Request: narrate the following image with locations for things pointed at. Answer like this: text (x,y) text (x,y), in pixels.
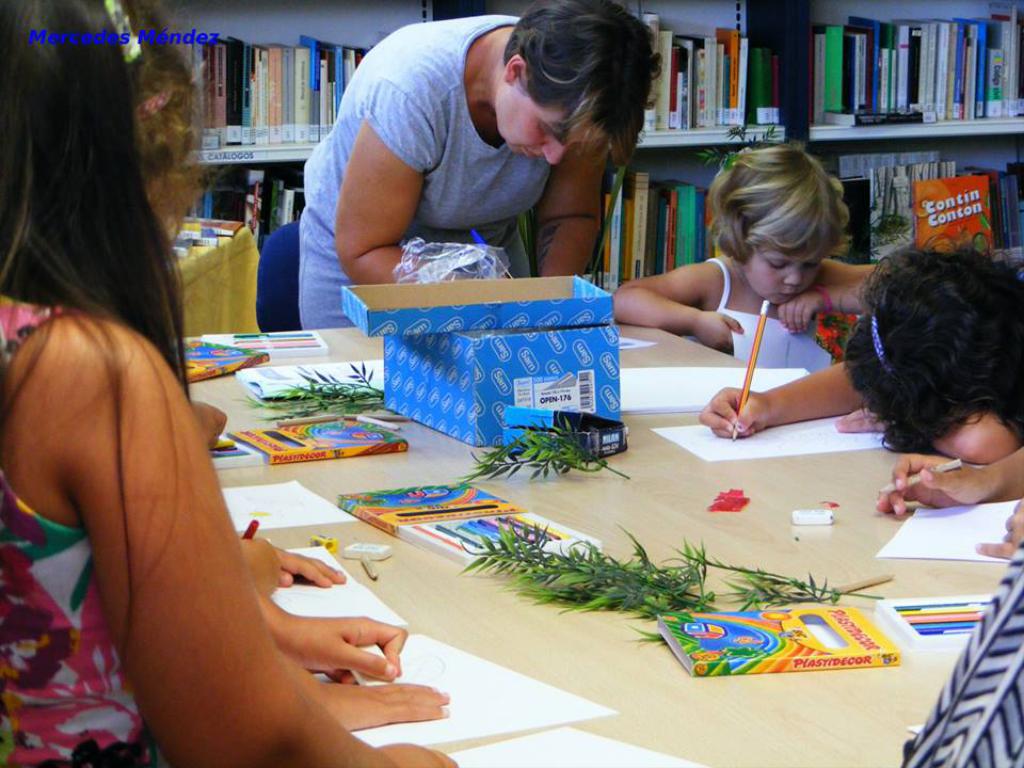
In this image, we can see people (758,424) and some of them are holding pens (251,532) and pencils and on the table (599,477) we can see leaves (569,431), boxes (591,417), pencils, erasers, papers (582,746), pens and we can see some other objects (561,419). In the background (874,87), there are books (837,72) in the shelves (807,98) and at the top (184,39), there is some text (164,38) written.
